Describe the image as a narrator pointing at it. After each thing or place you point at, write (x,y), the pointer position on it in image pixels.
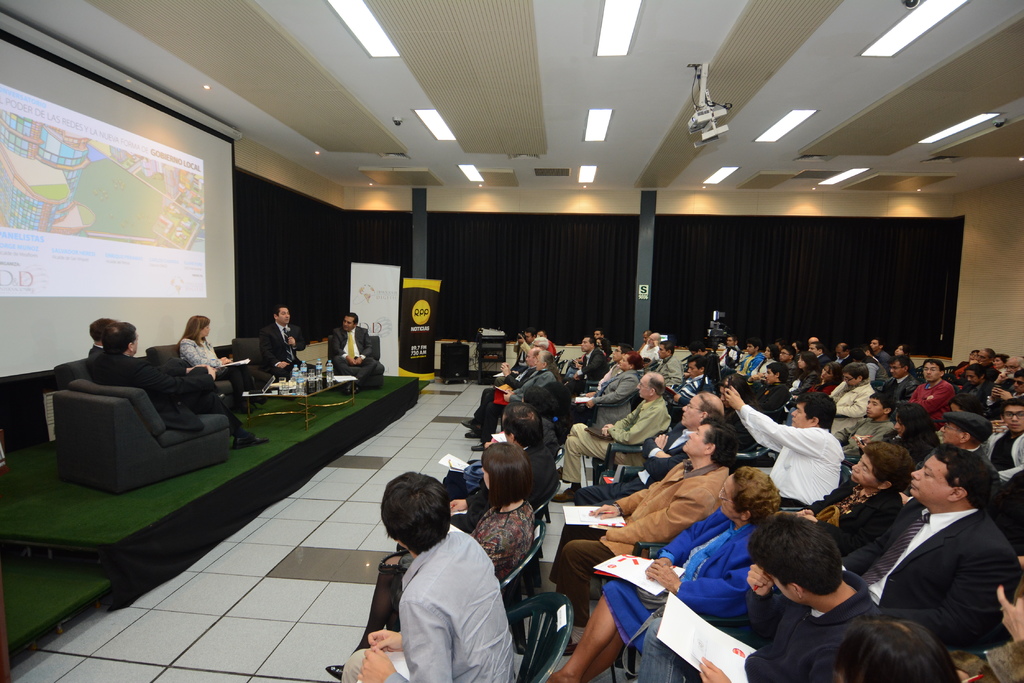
In this image people (912,379) are sitting on chairs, in front of the people (560,568) there is a stage (178,538), on that stage (316,426) five persons (285,346) are sitting on chairs (245,344) in front of them there is a table (302,391) on that table (291,394) there are bottles (299,377), in the background (983,240) there is a wall (980,225) to that wall (1021,297) there is a black curtain (455,241) and a projection (191,163) of a screen (69,242) at the top (963,56) there is ceiling (875,81) and lights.
